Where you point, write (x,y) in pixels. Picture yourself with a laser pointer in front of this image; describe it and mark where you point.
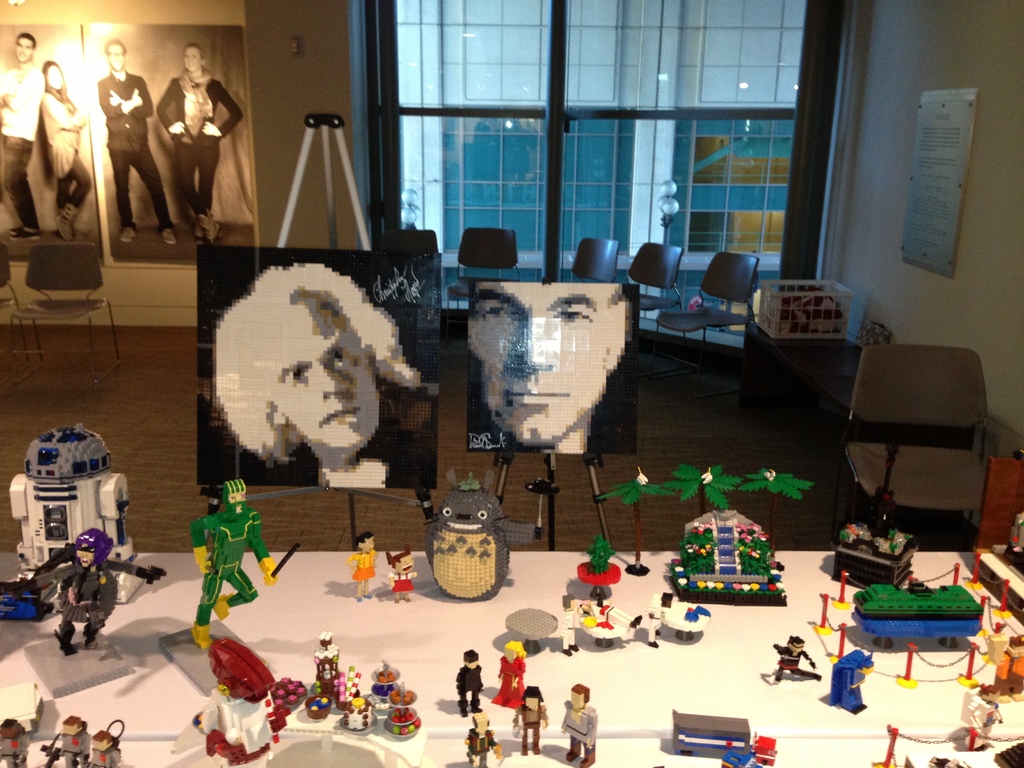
In this image there is a table (483,657) truncated towards the bottom of the image (150,670), there are toys (907,609) on the table (381,648), there are stands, there are boards (428,334) on the stands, there are persons (344,377) on the board (436,391), there are chairs (500,245), there is a chair (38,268) truncated towards the left of the image (2,282), there are photo frames (114,127), there is a photo frame (70,111) truncated towards the left of the image (44,129), there are windows (576,110) truncated towards the top of the image (651,41), there is wall (867,195) truncated towards the right of the image (1003,128), there is an object (931,161) on the wall (895,101).
